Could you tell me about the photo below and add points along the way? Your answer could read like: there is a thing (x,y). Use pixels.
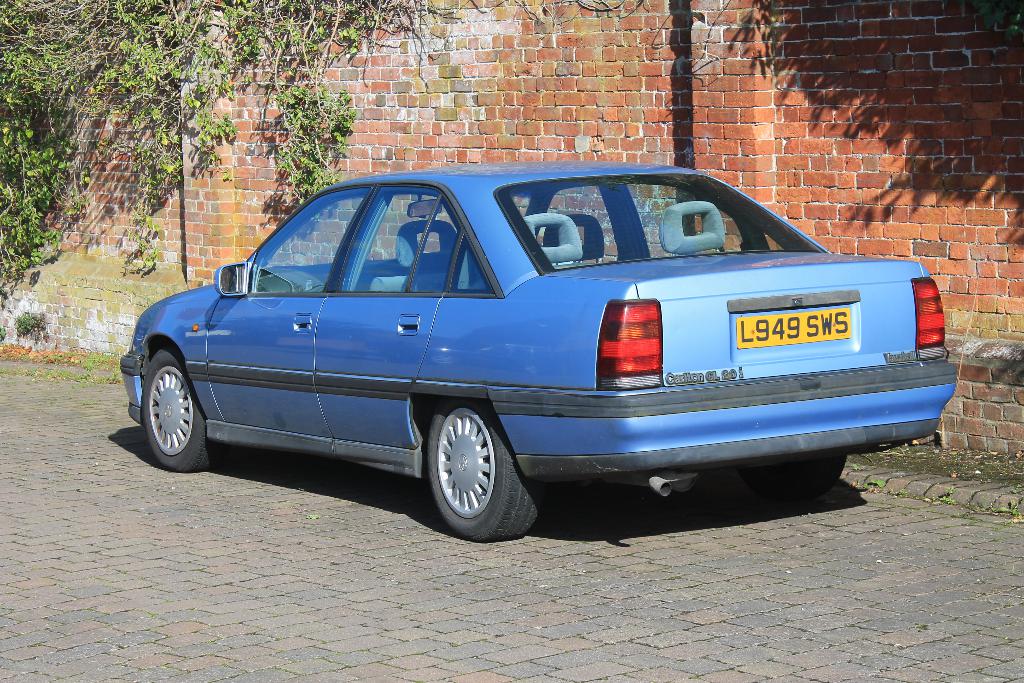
Here we can see a car (428,366) on the ground (238,451). In the background (186,141) we can see a plants (148,90) on the wall (335,61).
